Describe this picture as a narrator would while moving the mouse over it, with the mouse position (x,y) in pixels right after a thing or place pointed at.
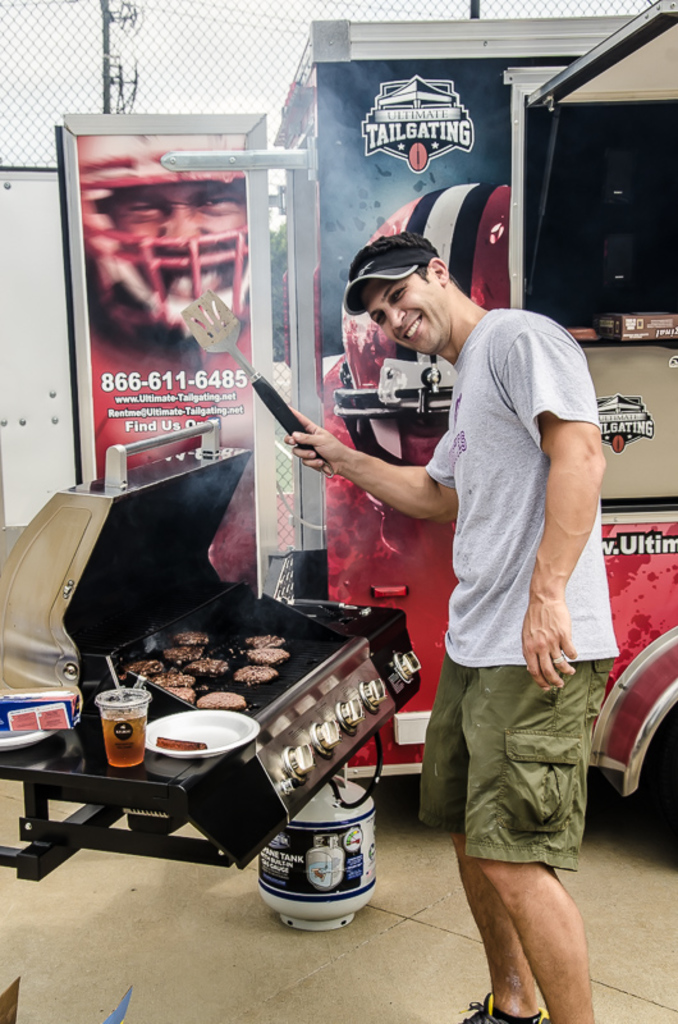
In the foreground of this image (493,552), there is a man (493,576) standing and holding a spatula (260,394). In front of him, there is a outdoor burner gas grill (127,568) on which some food (240,674) is cooking. Beside, there is a glass (135,744), platters (32,740) and on the ground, there is a cylinder (339,879). In the background (462,180), there is a vehicle (484,262), poster (120,234) and the fencing (178,49).
